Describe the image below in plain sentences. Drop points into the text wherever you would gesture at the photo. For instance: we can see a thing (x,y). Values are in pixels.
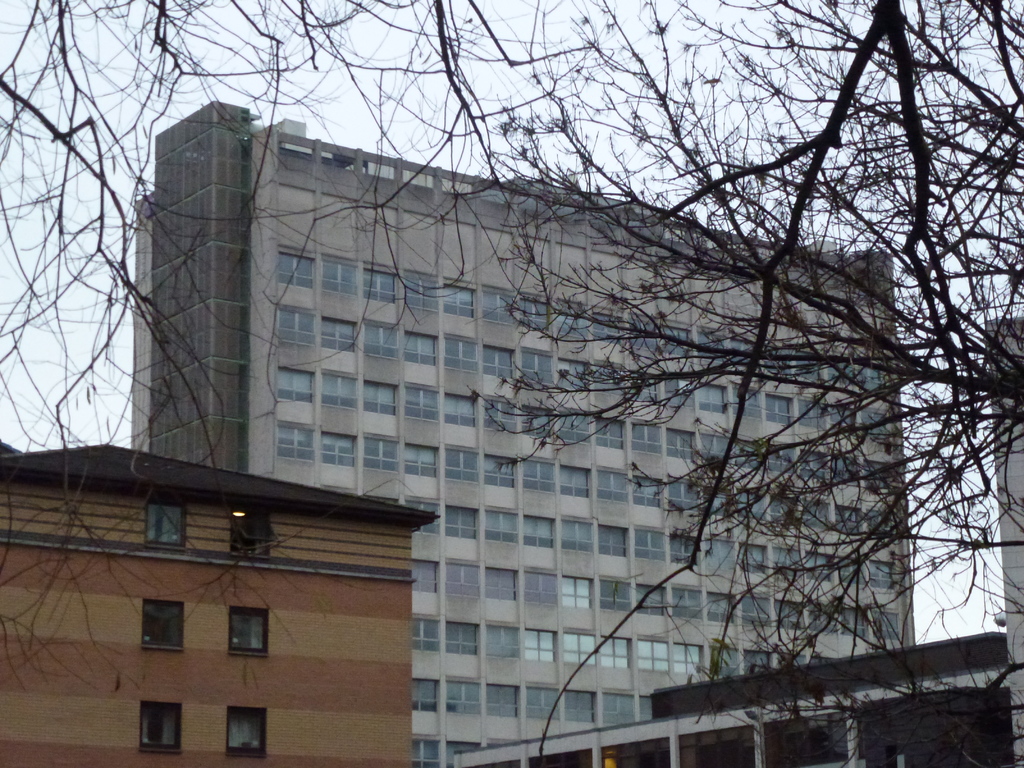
As we can see in the image there are buildings (490,526), windows (339,270), trees (857,388) and at the top (120,71) there is sky (275,65).
